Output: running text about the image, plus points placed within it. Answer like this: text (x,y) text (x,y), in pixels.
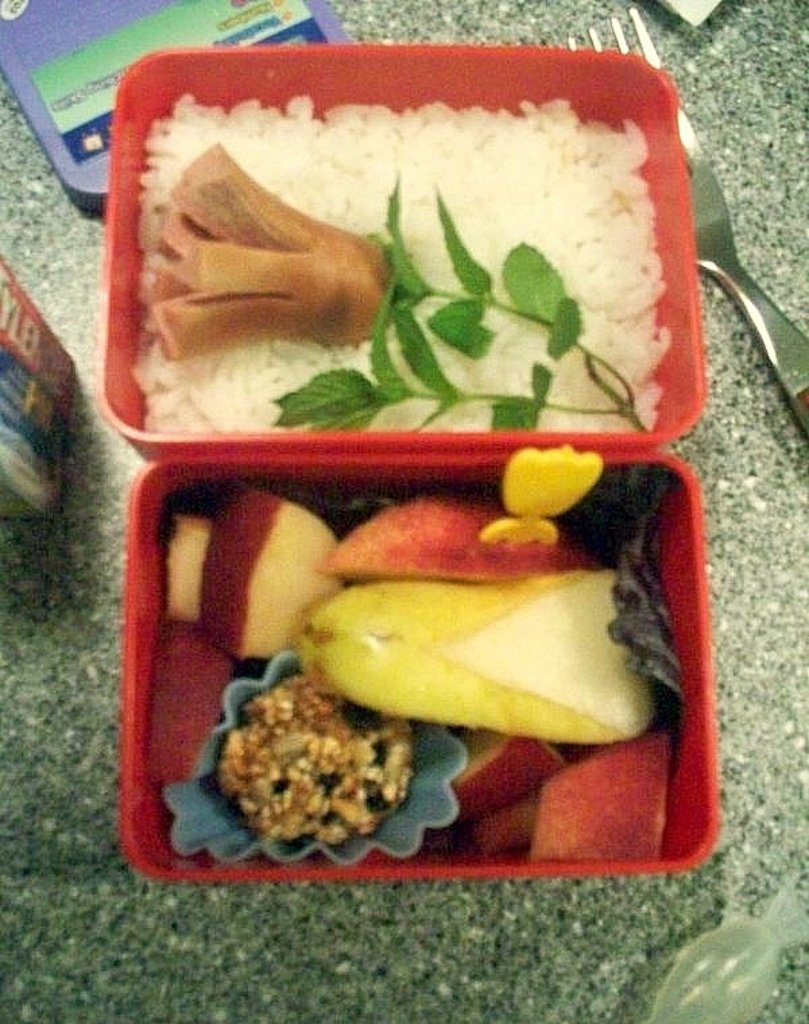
In this image we can see a lunch box (275,76) which consists of rice (379,178), sausage (206,197), mint leaves (421,376), fruits (515,551). In the background (101,55) we can see fork (679,122) and container (45,426).
